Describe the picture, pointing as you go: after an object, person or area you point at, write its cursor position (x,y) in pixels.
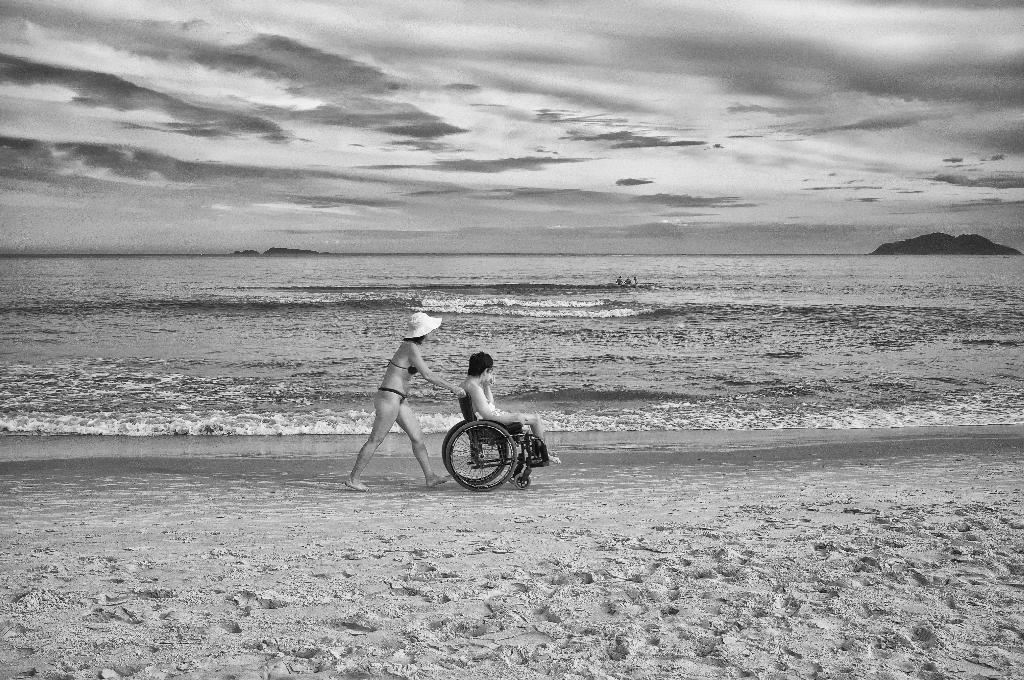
This is a black and white picture, we can see a few people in the sea (673,301), there are two persons (429,468) on the sand (400,478), among them one is sitting in the wheel chair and the other one is holding the wheel chair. In the background (368,202), we can see the sky (554,171) with clouds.
